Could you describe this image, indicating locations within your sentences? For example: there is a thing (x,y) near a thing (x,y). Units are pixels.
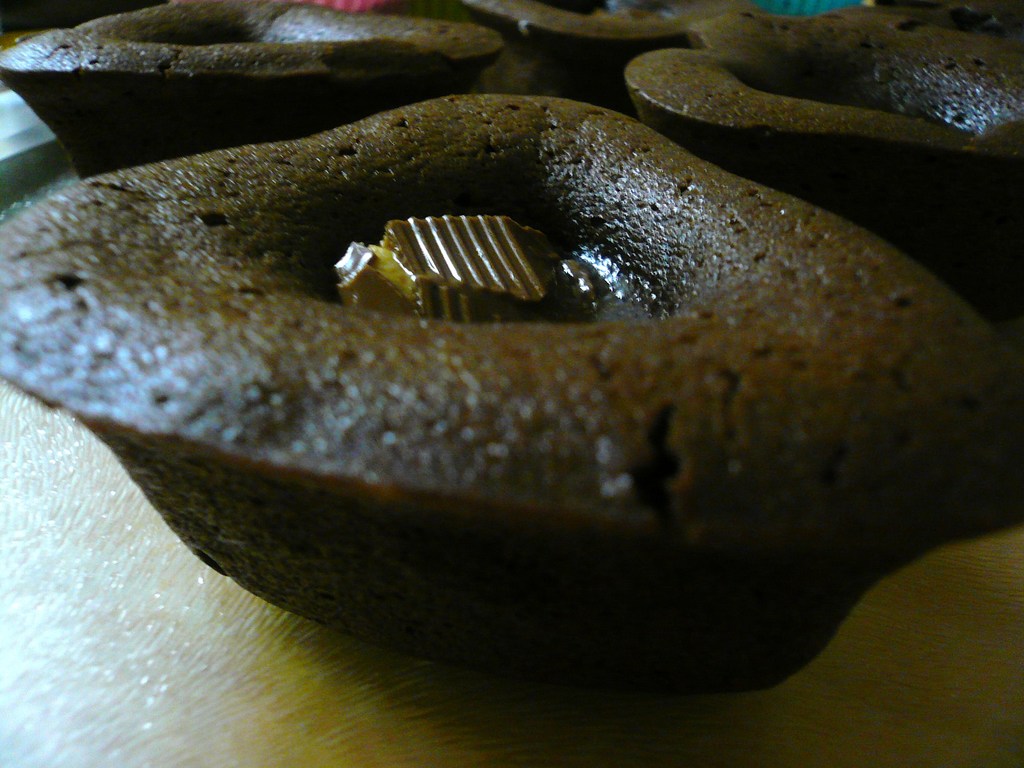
In this image, we can see some eatable things (584,300) are placed on the surface (215,597).
